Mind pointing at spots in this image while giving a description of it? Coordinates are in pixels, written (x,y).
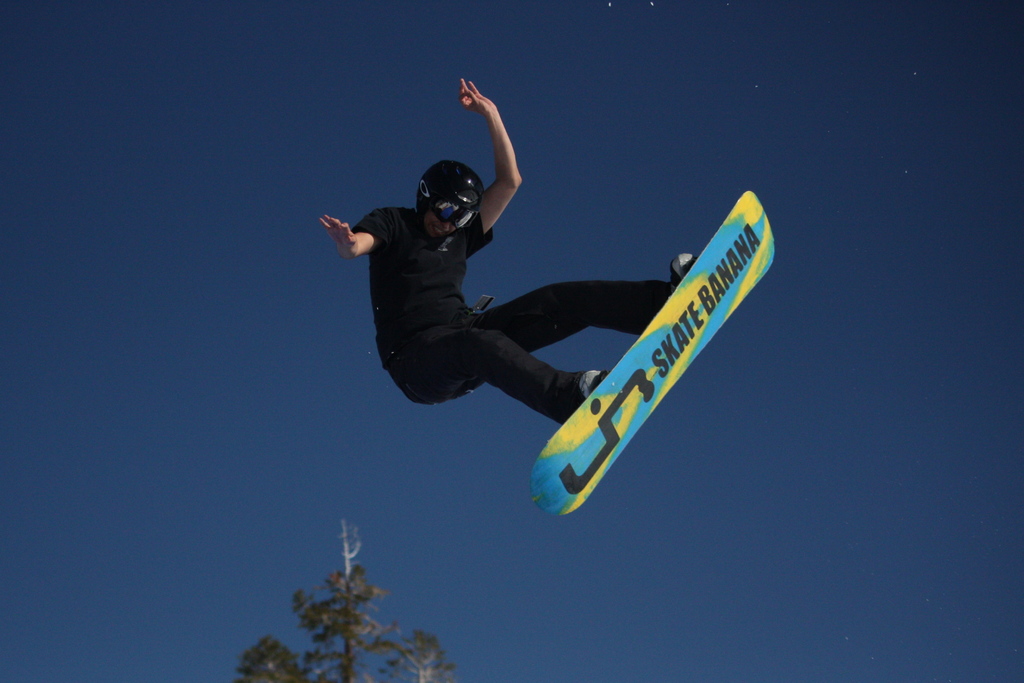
In this image I can see a person (562,326) wearing black colored dress (464,276) and black color helmet (438,175) is flying in the air and I can see a board (602,441) to his legs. In the background (682,227) I can see a tree (368,630) and the sky (255,259).
